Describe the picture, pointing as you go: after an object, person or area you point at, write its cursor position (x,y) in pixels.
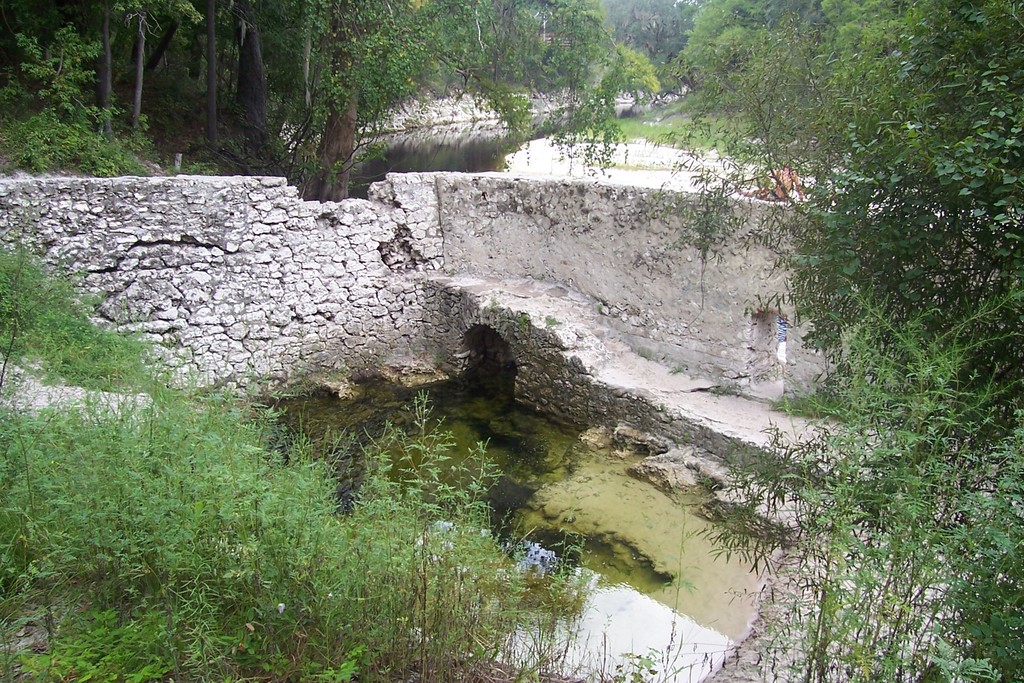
In this picture we can see a bridge (270,360), plants (898,127), water (548,536) and trees (268,86), and also we can see a person (780,176) on the right side of the image (773,176).
